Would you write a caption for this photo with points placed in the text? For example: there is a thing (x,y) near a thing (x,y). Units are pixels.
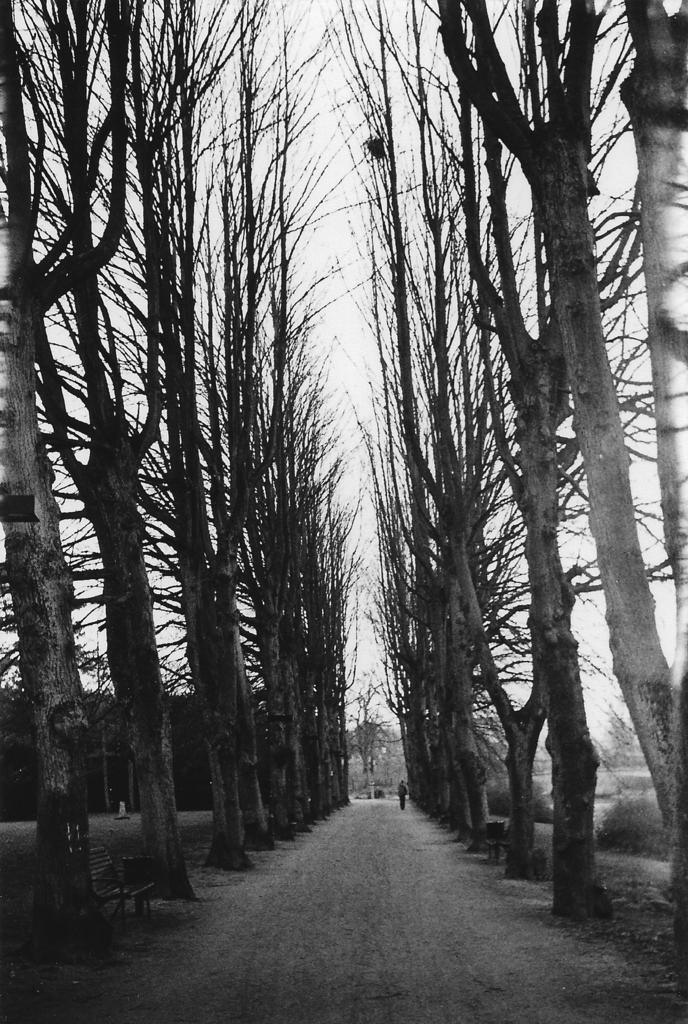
This is a black and white image and here we can see trees (171,375) and there is a bench (147,896) and a person (404,799). At the bottom (368,921), there is road (361,936) and at the top (345,62), there is sky (361,42).
